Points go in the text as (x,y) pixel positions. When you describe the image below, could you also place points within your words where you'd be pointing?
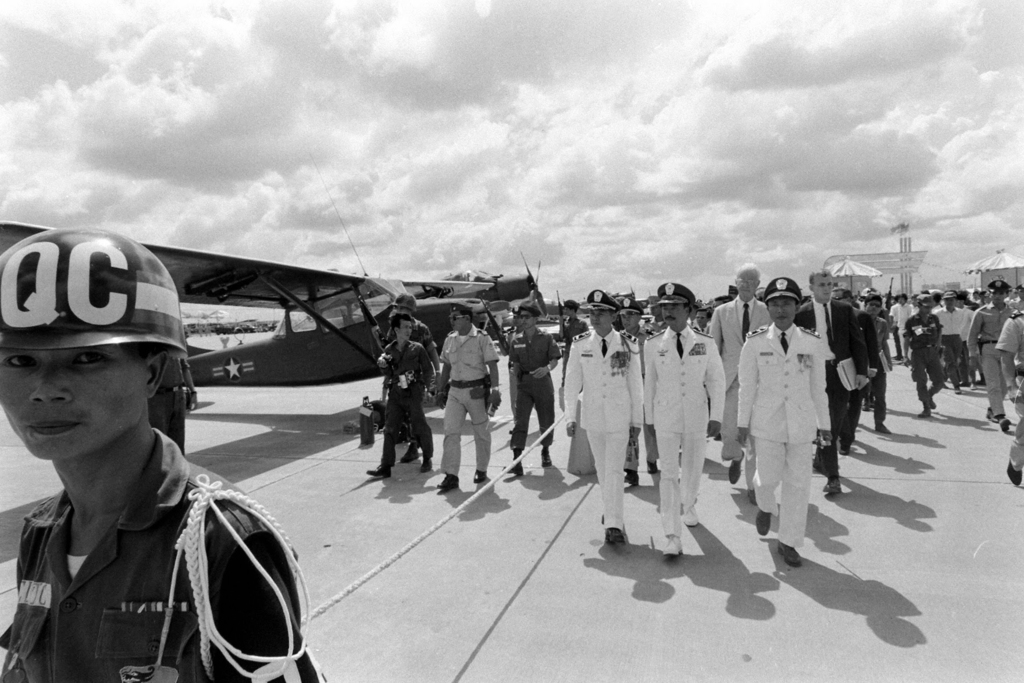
In this image I can see number of persons (717,398) wearing uniforms (620,391) are walking on the floor (668,566) and I can see a person (213,604) wearing uniform (134,572) and a helmet (116,316) is standing and I can see a aircraft (283,349) on the ground (252,395). In the background (931,277) I can see few other aircraft's (538,296), few tents (869,274) and the sky (638,115).
